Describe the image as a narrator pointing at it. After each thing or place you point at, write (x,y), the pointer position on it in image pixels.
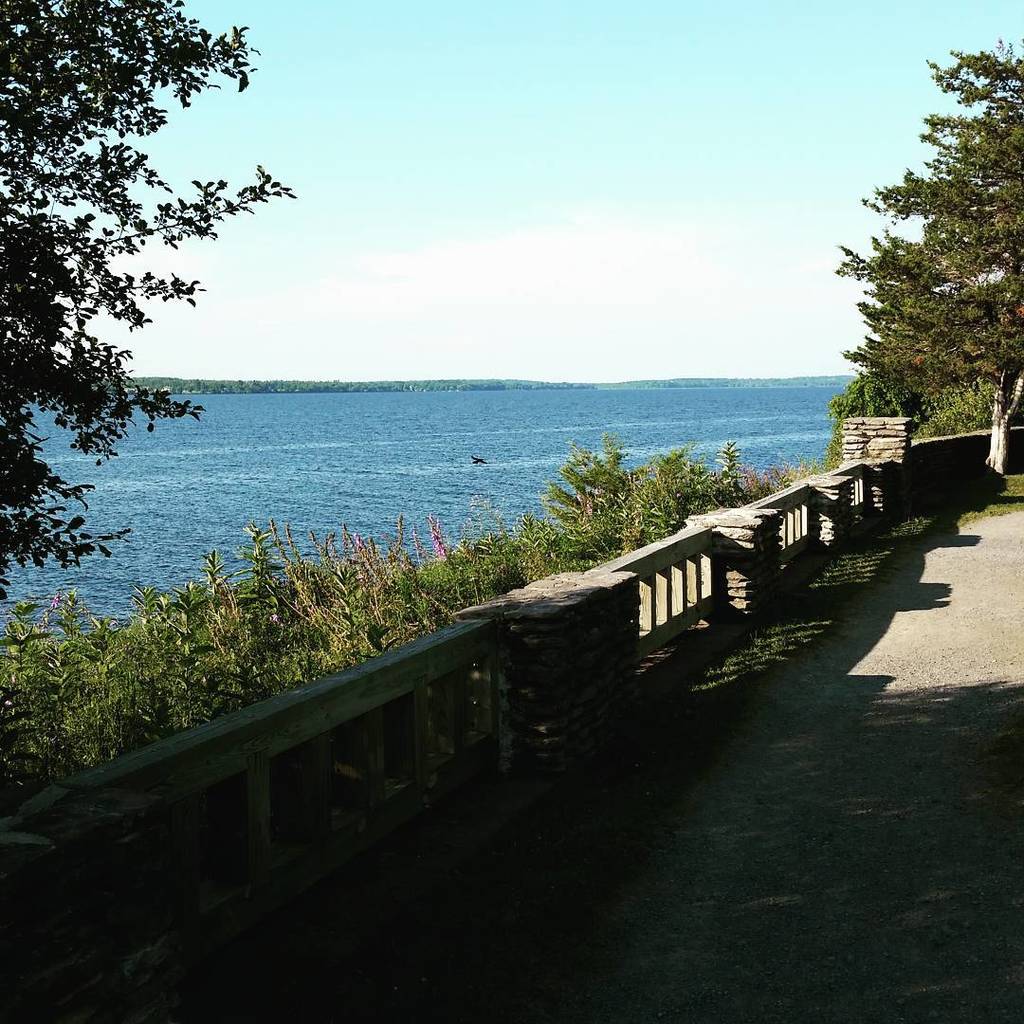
This image is clicked on the road (769,810). Beside the road (761,877) there is a railing (876,493). Behind the railing (321,743) there are plants (343,593) on the ground (232,653). Behind the plants (272,629) there is the water (383,452). On the either sides of the image there are trees (1001,214). At the top (543,197) there is the sky (543,197).
